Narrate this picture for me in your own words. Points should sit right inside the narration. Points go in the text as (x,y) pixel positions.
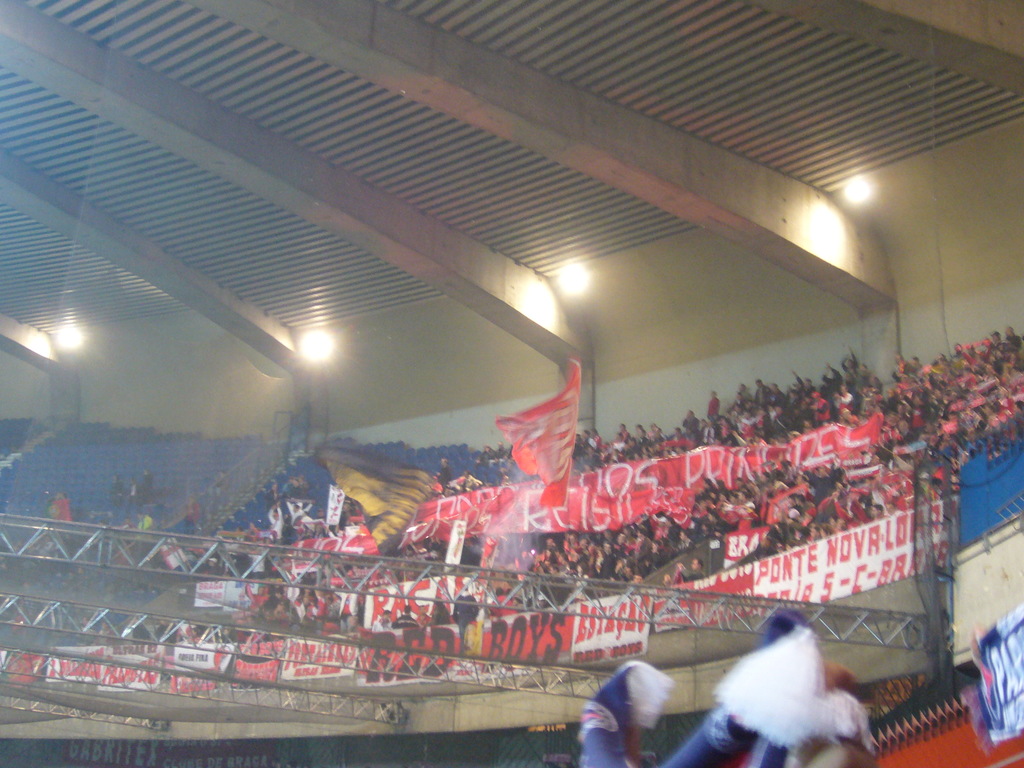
This picture is clicked inside. In the foreground (595,714) we can see the group of persons (595,735), metal rods (428,576) and some other items (1000,695). In the center (654,469) we can see the stairs (239,467), many number of chairs (131,467) and we can see the group of people (879,461) sitting on the chairs (102,452) and we can see the banners (754,455) on which the text (144,665) is printed. At the top (477,11) there is a roof (509,15) and the lights (855,200).
